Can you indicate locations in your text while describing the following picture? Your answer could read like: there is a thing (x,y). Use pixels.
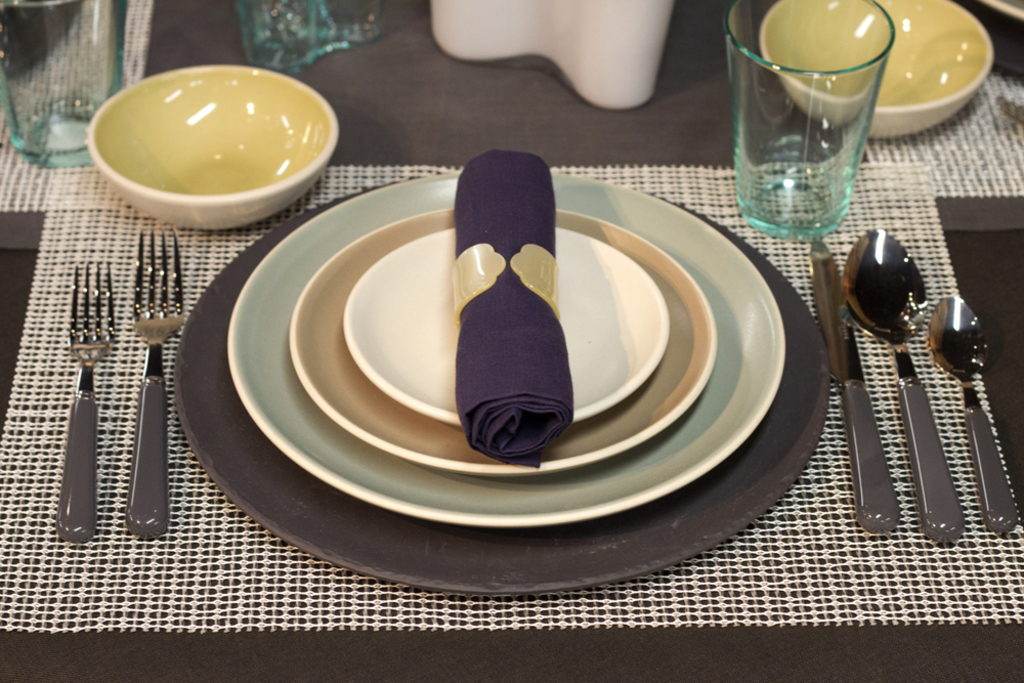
In this picture, this is a table (443,666) on the table (417,93) there are forks (86,347), knife (836,353), spoons (900,354), plates (804,457), cloth (508,269), bowls (286,163) and glasses (840,120).
